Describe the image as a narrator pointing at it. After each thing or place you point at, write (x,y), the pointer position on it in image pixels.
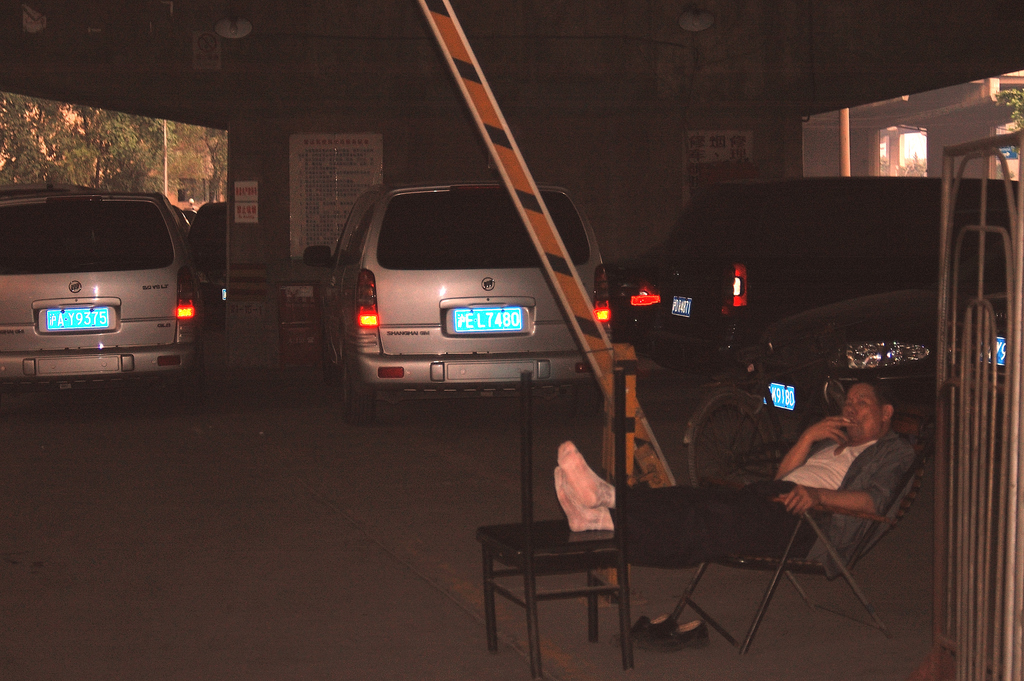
In this image I see a man (684,522) who is sitting on the chair (757,617) and he leg (694,534) are on the chair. In the background (902,229) I see the cars (908,255) and the building (3,32).
